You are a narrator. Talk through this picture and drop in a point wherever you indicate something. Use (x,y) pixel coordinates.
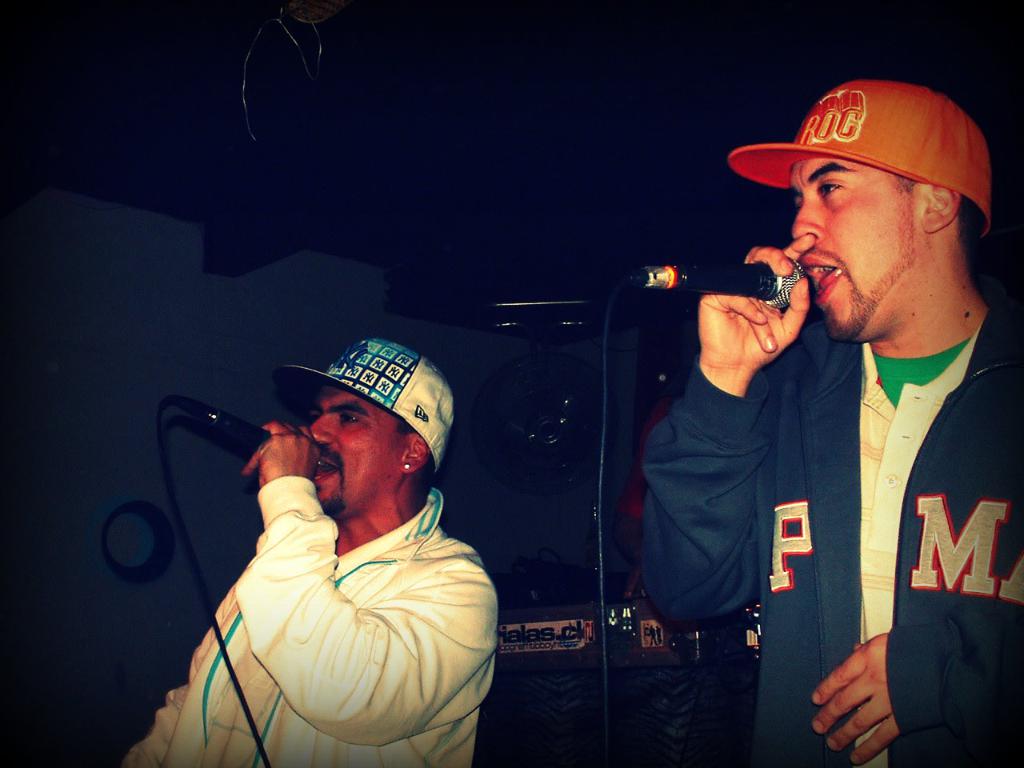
This is a picture of a man (982,681) singing a song in the microphone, another man (428,665) singing a song in the microphone (755,276) and in the back ground (537,467) there is a speaker (549,453).
